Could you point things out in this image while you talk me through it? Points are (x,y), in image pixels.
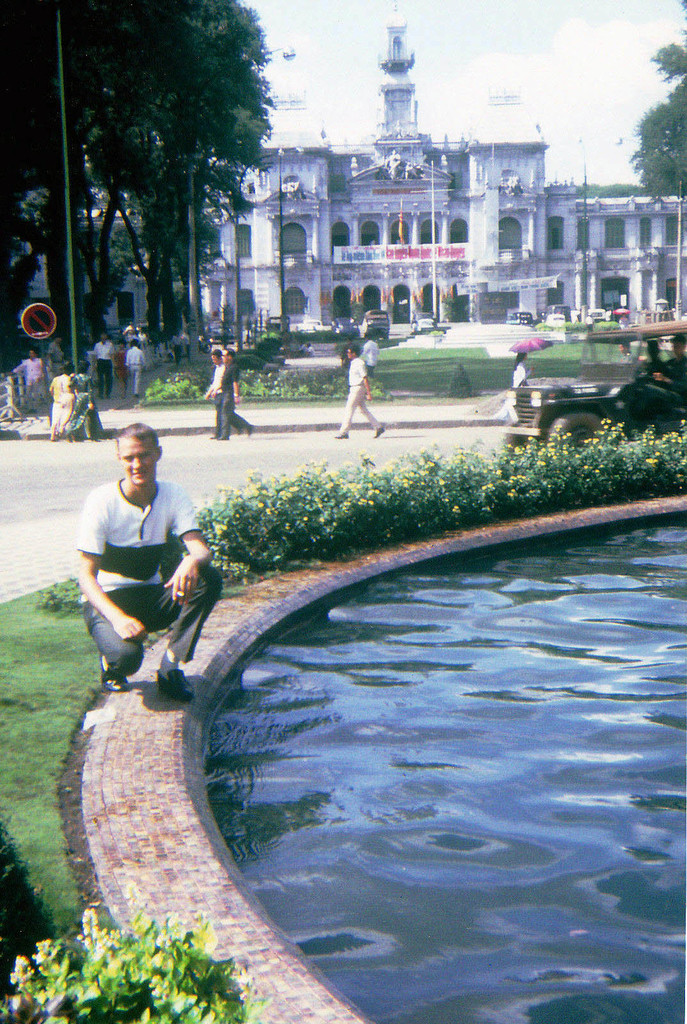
In this image I can see a person (199,595). he is beside the pool (263,753) and plants (580,452). There is a vehicle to the back of that person (114,493). And few people (58,425) are walking on the road (213,477). I can see a sign board (41,310). In the back (471,247) there are trees (156,207), building (491,236) and the sky (504,68).
